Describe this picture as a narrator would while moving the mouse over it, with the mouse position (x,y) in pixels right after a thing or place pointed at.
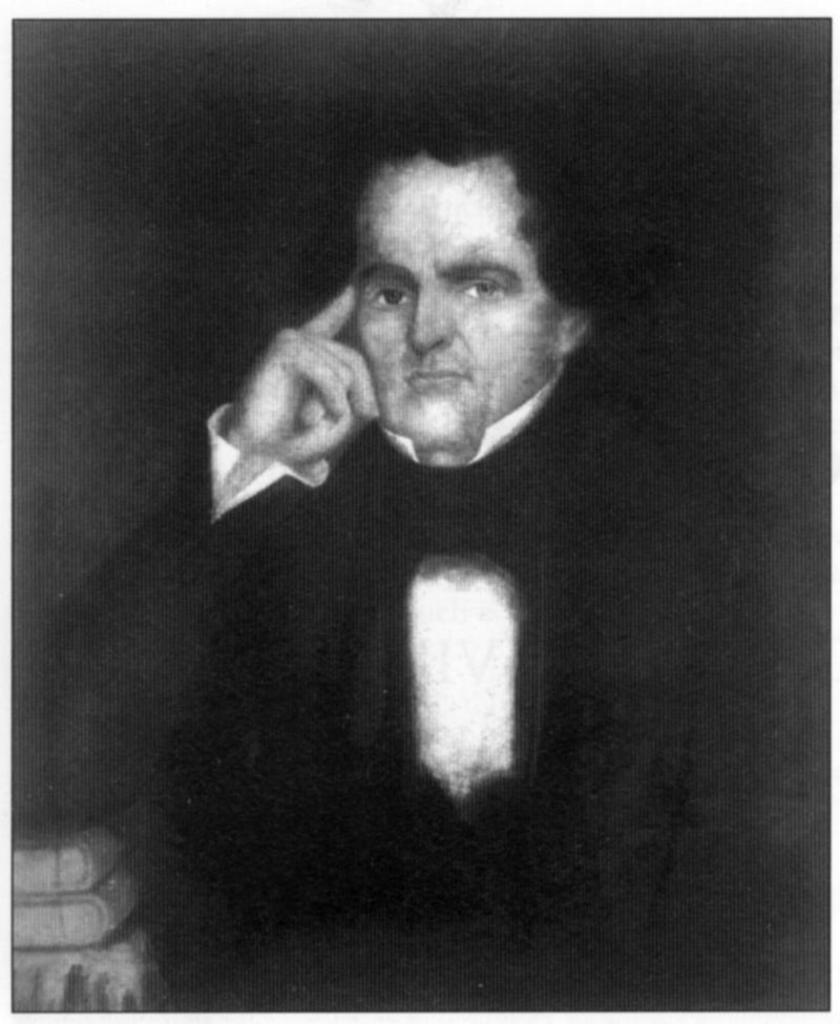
In this image I can see depiction of a man (312,682) and depiction of few books (20,913). I can see this image is black and white in colour.
